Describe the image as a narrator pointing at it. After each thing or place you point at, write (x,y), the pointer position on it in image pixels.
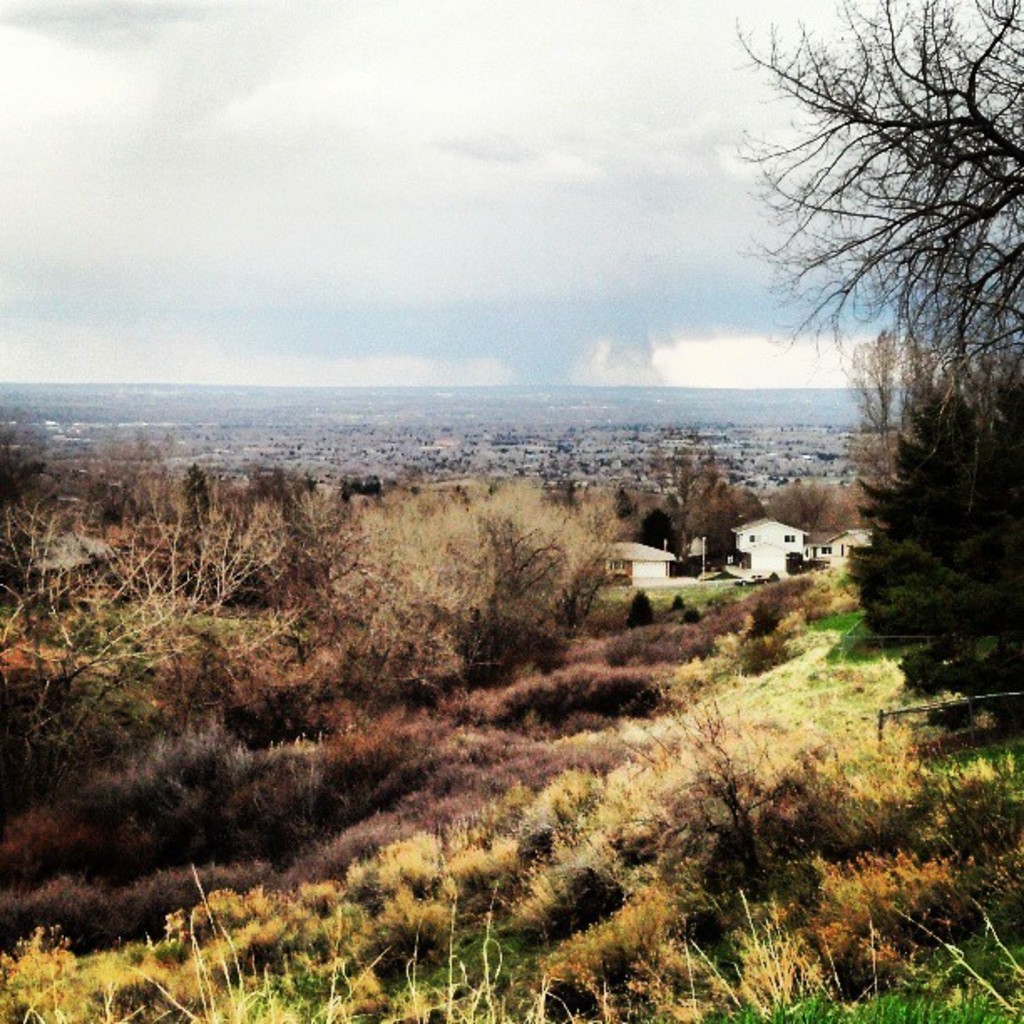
In this image there are trees (71,619) and plants (674,690). In the back (763,559) there are buildings (770,544). In the background (349,244) there is sky (380,229) with clouds (463,205).
